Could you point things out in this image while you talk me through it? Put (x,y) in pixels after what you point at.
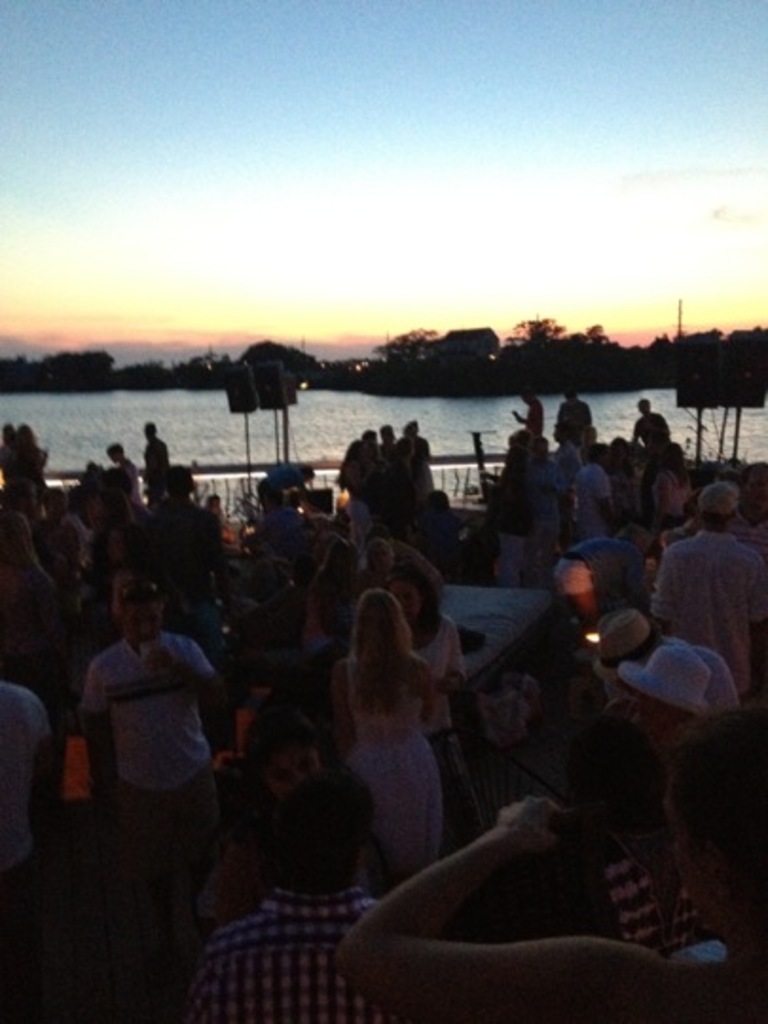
In this image there are people (441,718) doing different activities, in the background (136,461) there is a river (487,407) trees (597,389) and the sky (363,172).
